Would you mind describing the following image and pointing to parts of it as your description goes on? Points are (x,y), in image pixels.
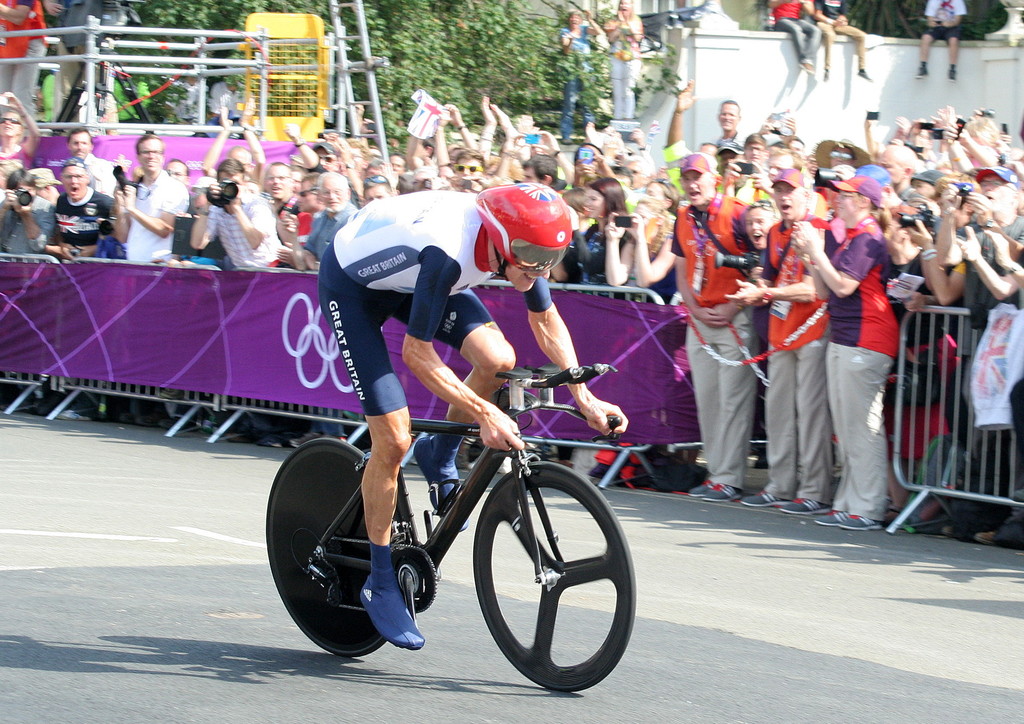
In this picture we can see a person (430,263) riding a bicycle (492,466), in the background (910,391) we can see some of the barricades (921,383) here and group of people (669,156) cheering for him, in the background (737,64) we can see a wall (727,72) and trees (466,55) here.
